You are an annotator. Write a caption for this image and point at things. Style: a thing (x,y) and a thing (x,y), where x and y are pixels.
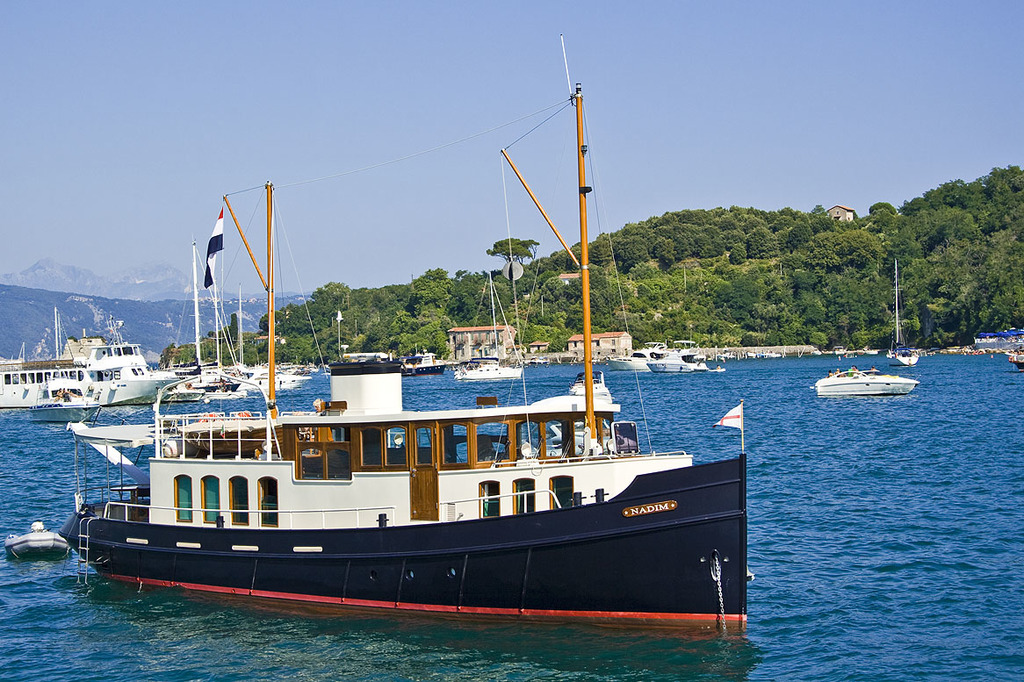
This picture is clicked outside the city. In the foreground (223,637) we can see a water body (894,562) and we can see the ships (440,517) and boats (429,463) in the water body (820,418). In the background (851,185) there is a sky (504,83), hills (129,310) and trees (787,283) and buildings (510,340).
